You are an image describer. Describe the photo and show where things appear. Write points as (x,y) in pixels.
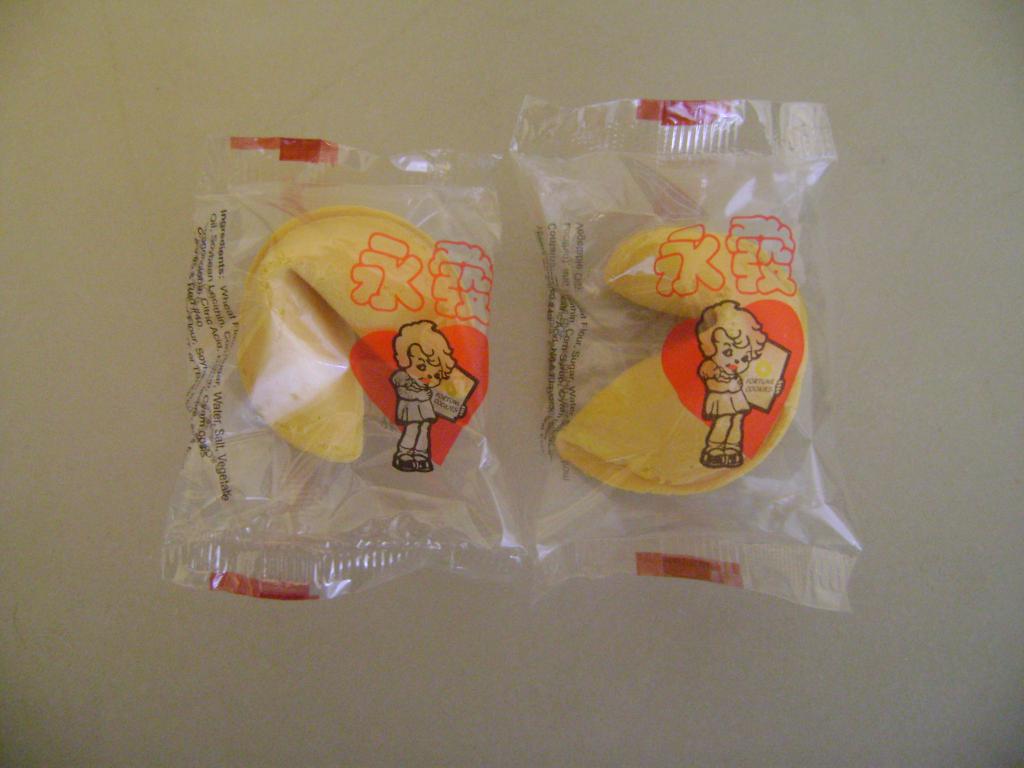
In this image we can see some food (636,411) in the packets (657,440). We can see a person (723,437) and some text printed on the packet cover (675,438).
